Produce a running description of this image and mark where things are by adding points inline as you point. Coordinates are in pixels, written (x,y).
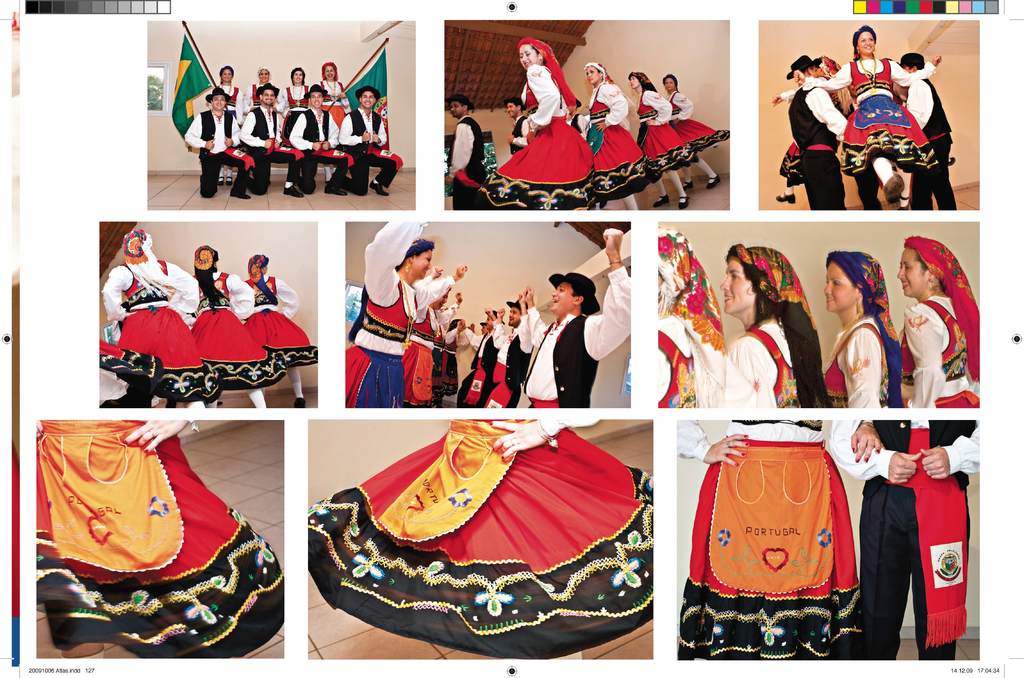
In this picture we can see photos (578,611) on a white platform (311,677) and in these photos (839,303) we can see some people (688,292) dancing, flags (191,116).
